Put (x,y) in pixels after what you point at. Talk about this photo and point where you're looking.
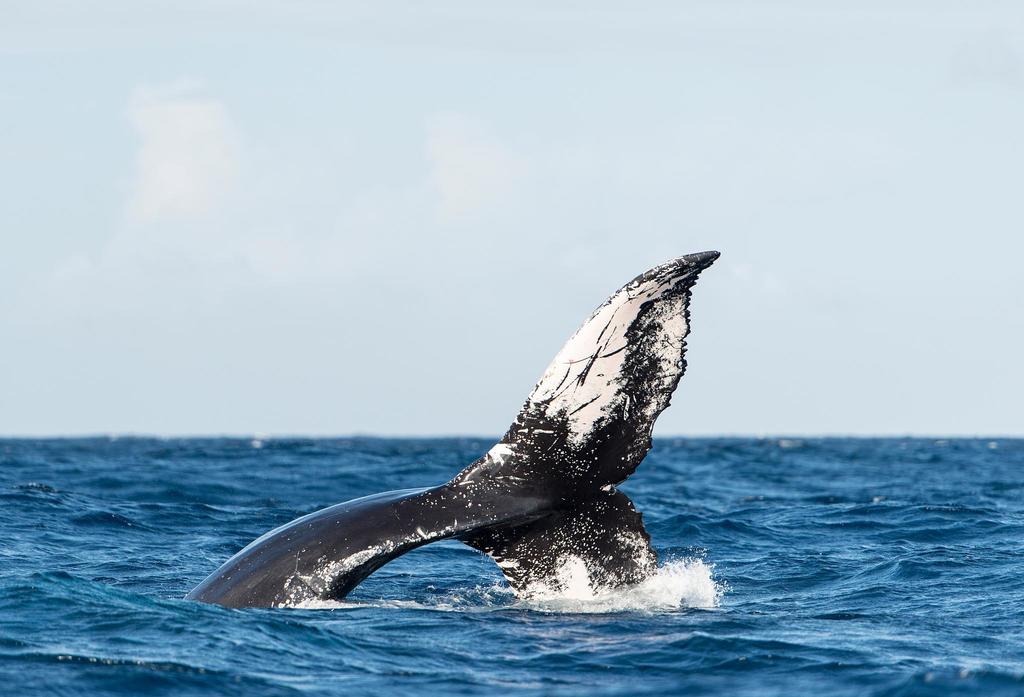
In this picture, I can see a whale (316,594) in the water (684,535) and a cloudy sky (556,229).
